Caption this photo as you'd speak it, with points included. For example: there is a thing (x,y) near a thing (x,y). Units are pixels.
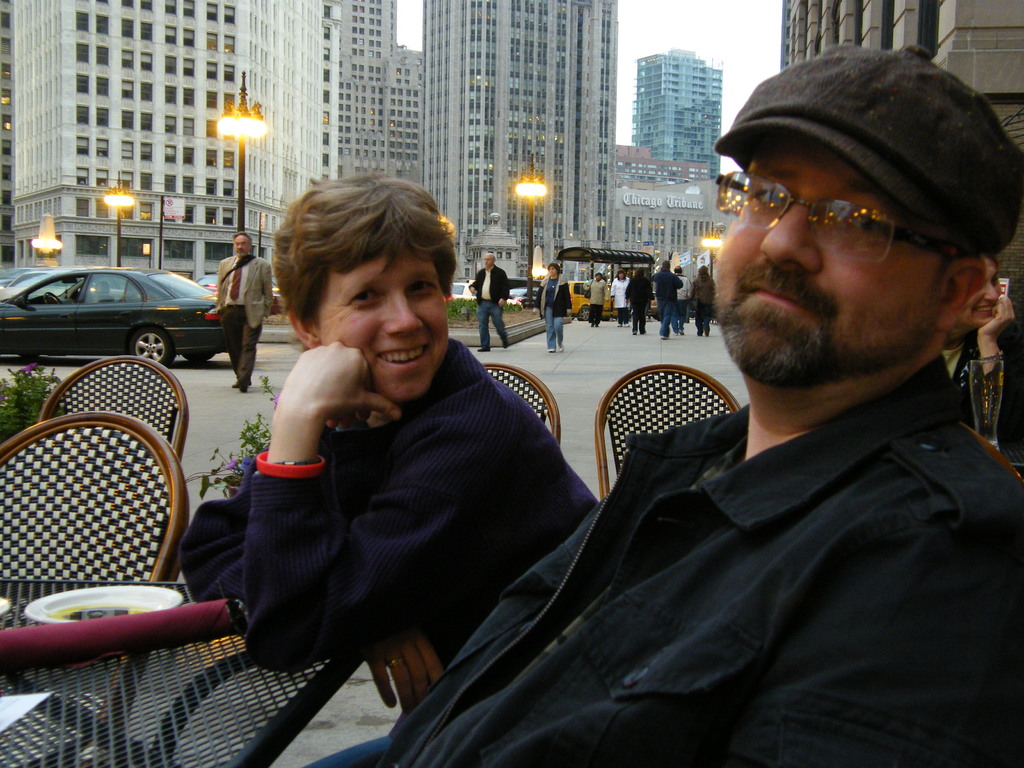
In this image there is the sky (634,53), there are buildings (463,75), there is text (623,195) on the building (659,187), there are persons (566,296) walking, there are street lights (233,125), there are poles (241,188), there are cars (53,289) truncated towards the left of the image (75,331), there are plants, there is a plant (21,405) truncated towards the left of the image (15,385), there is a building (30,54) truncated towards the left of the image (17,60), there are chairs (142,492), there is a table (126,705), there are objects (143,629) on the table (96,673), there is an object (26,657) truncated towards the left of the image (5,703), there are three persons (362,287) sitting on the chair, there is a glass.
